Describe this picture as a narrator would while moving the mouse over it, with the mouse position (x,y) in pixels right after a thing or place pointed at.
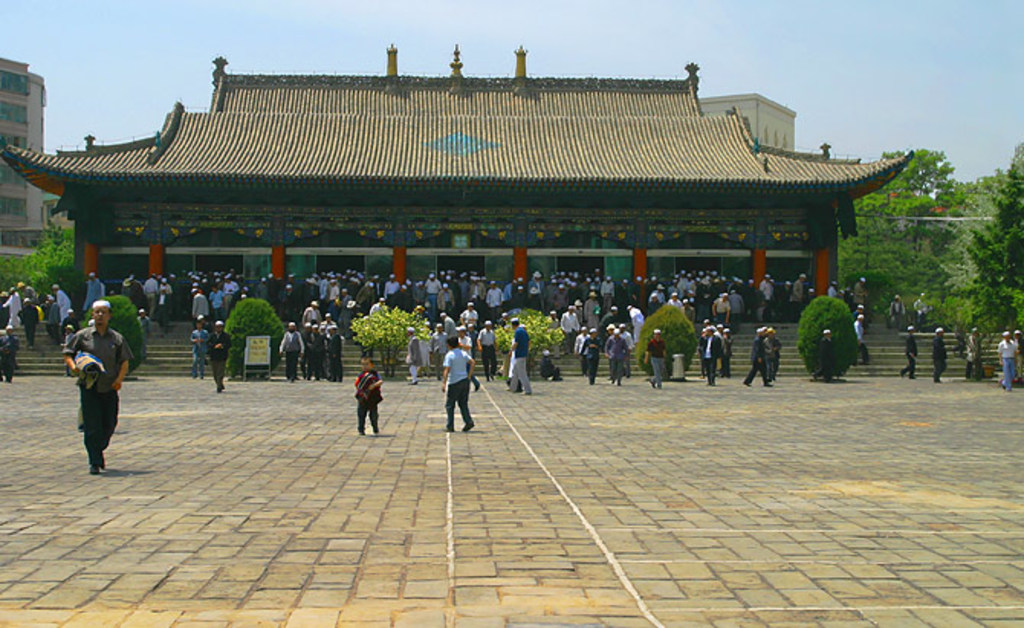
As we can see in the image there are many people (225,362) here and there, buildings (136,194) and trees (918,227). On the top (395,16) there is sky (107,4).
